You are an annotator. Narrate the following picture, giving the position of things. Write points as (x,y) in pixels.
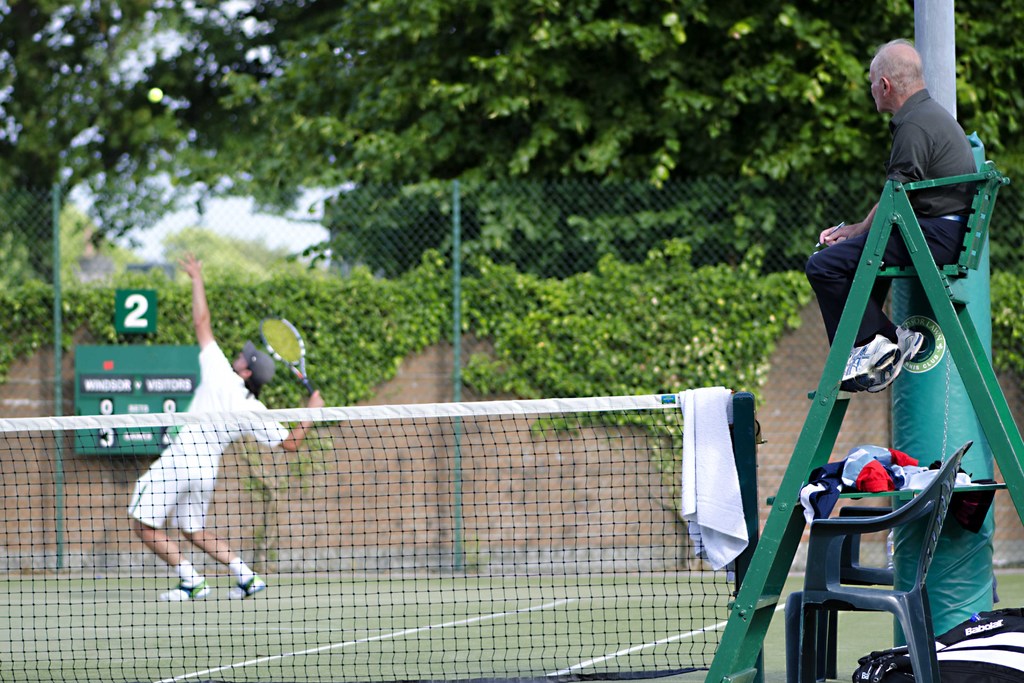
In this image we can see a person (250,363) holding a racket (285,354). There is a net (375,503) with a pole (735,441). On that there is a towel (696,436). On the right side (868,430) there is a ladder (833,398) with a chair (983,220). On that a person (954,224) is sitting. Below that there is another chair (831,557). Also there is a pillar (918,377). Near to that there is a stand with some items (874,470). In the background (481,343) there is a wall (771,399) with plants (374,350). Also there is a board (118,377) with something written. And there are trees (369,98). And there is a mesh fencing (385,239) with poles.
